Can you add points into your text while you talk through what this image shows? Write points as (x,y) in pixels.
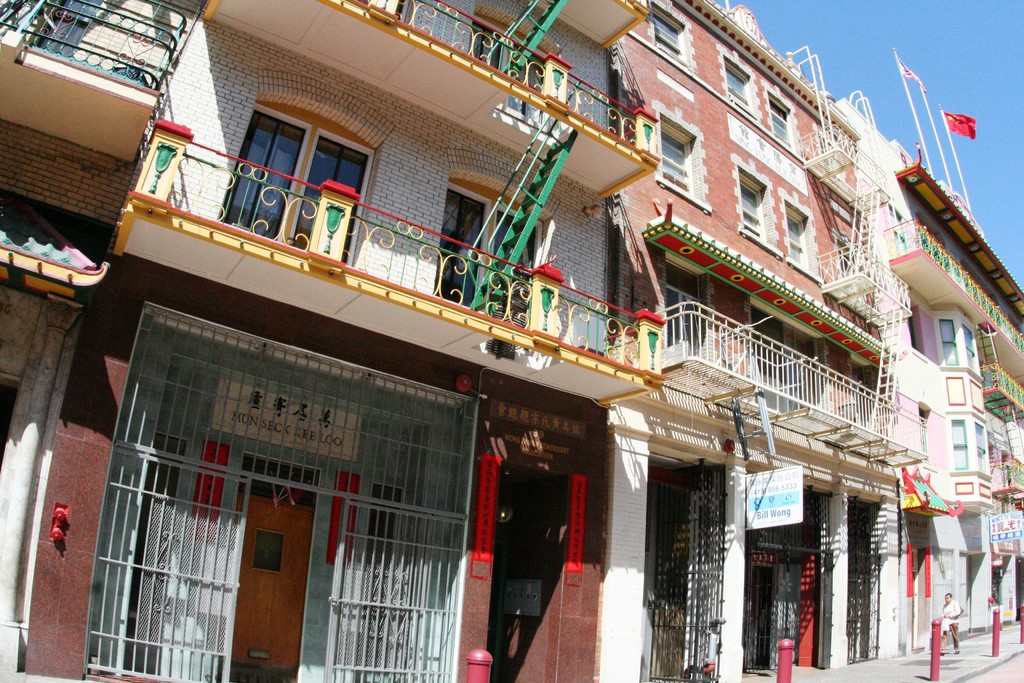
In this image we can see a group of buildings (904,192) with windows (984,454), railings (549,321), staircase (542,172) and some sign boards (274,434) with some text (1011,523). On the right side of the image (954,614) we can see a person (950,627) standing on the ground (982,653), group of metal poles (784,662) and some flags (962,134) on poles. At the top of the image (937,114) we can see the sky (902,8).
